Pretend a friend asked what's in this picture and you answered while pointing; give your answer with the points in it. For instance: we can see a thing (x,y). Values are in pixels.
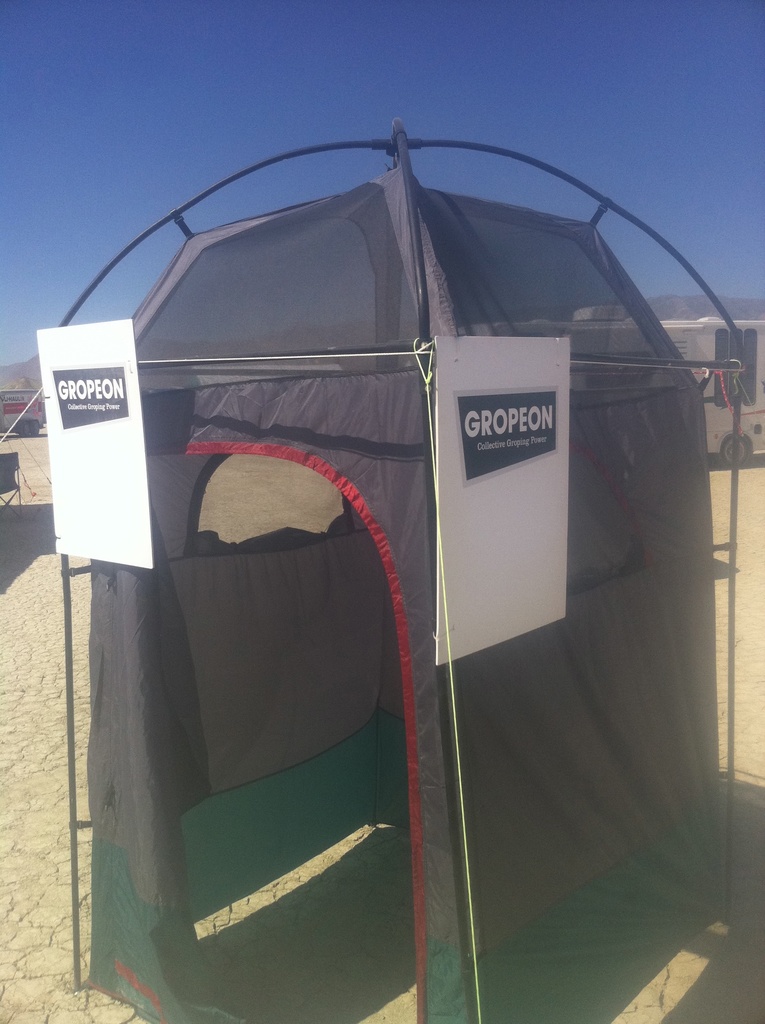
In this image in the foreground (356,294) there is one tent (393,599), and in the background (20,386) there are some vehicles (12,392) and mountains (679,314). And there are some boards (493,544) attached to the tent (164,488), on the top of the image (513,68) there is sky (92,213).
